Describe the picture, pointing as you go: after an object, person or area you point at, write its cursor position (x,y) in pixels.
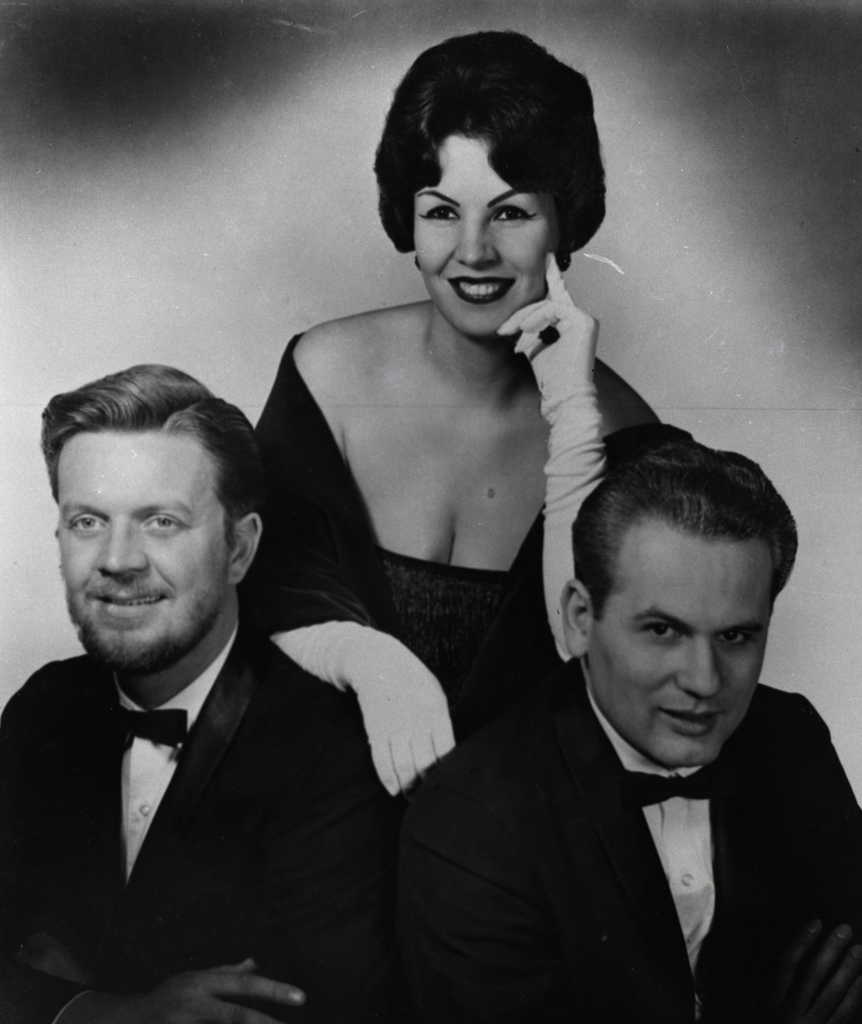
It is a black and white picture of two men (441,822) and a woman (444,410) smiling.
